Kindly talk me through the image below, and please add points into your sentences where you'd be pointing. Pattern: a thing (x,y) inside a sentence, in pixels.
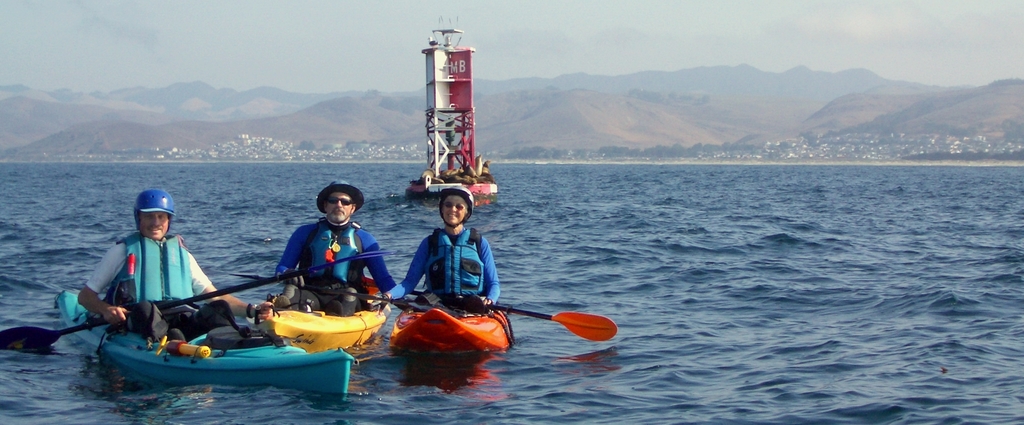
In this image, on the left side (155,265), we can see three people (163,275) are sitting on the kayaks (235,375) and paddling them. In the middle of the image (471,188), we can see a buoy (483,183) which is floating on the water (498,207). In the background (99,99), we can see some rocks (48,99), mountains (668,108). At the top (785,40), we can see a sky (684,49), at the bottom (771,307), we can see a water (697,205) in the sea (655,257).
